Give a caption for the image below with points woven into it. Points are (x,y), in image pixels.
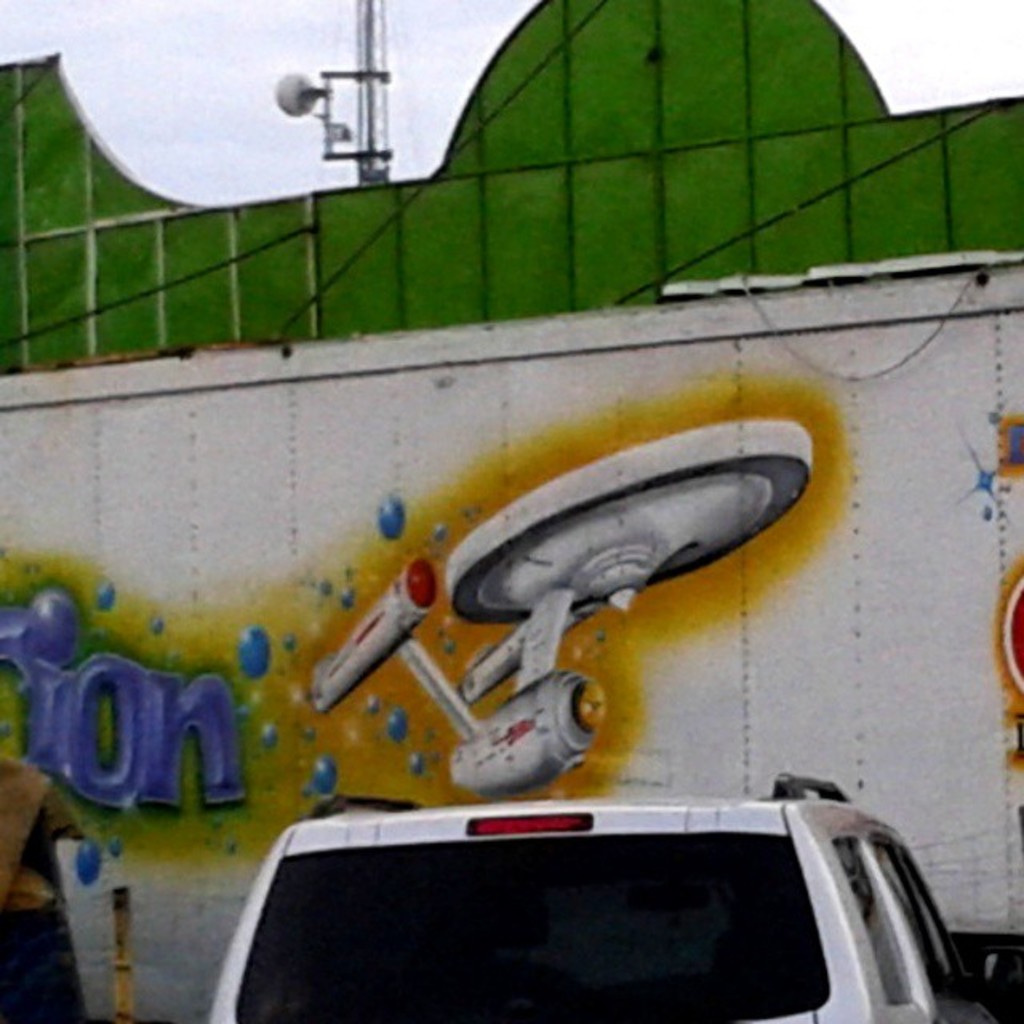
There is a car (811,888). At the back (1016,480) there's a wall (582,383) on which painting (723,527) is made.
